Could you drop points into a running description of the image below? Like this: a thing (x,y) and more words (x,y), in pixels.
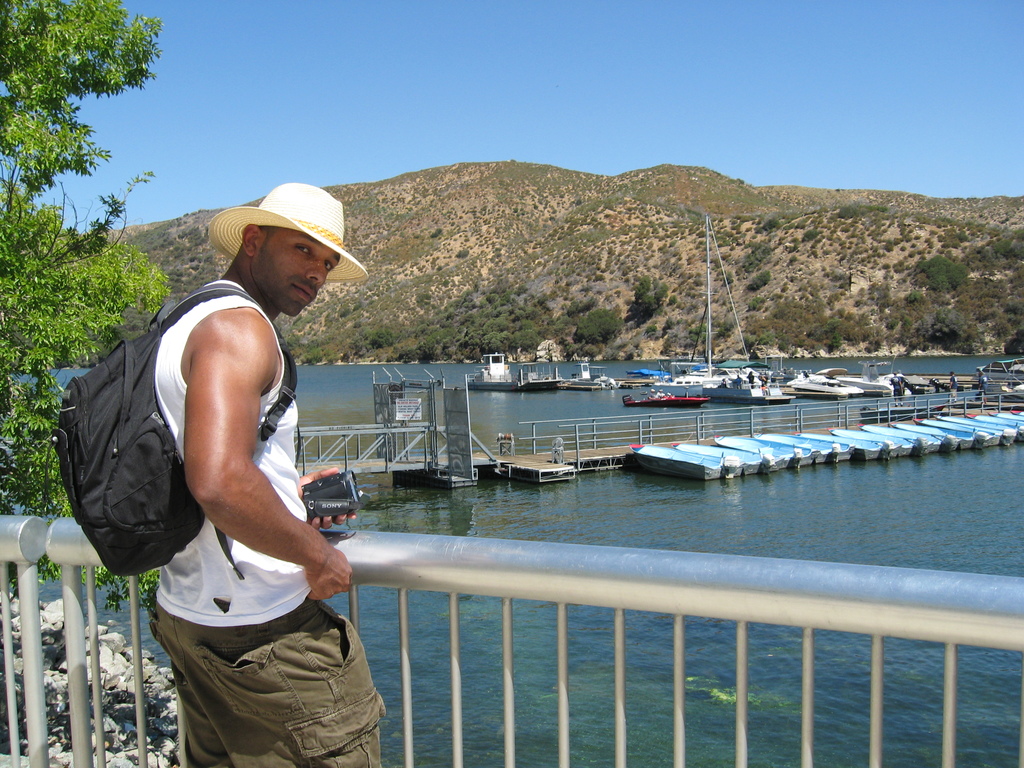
In this image I can see the person (169,640) with the dress (169,640), bag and hat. In-front of the person (253,252) I can see the railing (505,631) and many boats (490,388) on the water (632,475). I can see the bridge (499,463). To the left (40,372) I can see the tree (58,251). In the background (460,223) I can see the mountains (563,269), plants (585,279) and the sky (568,65).
